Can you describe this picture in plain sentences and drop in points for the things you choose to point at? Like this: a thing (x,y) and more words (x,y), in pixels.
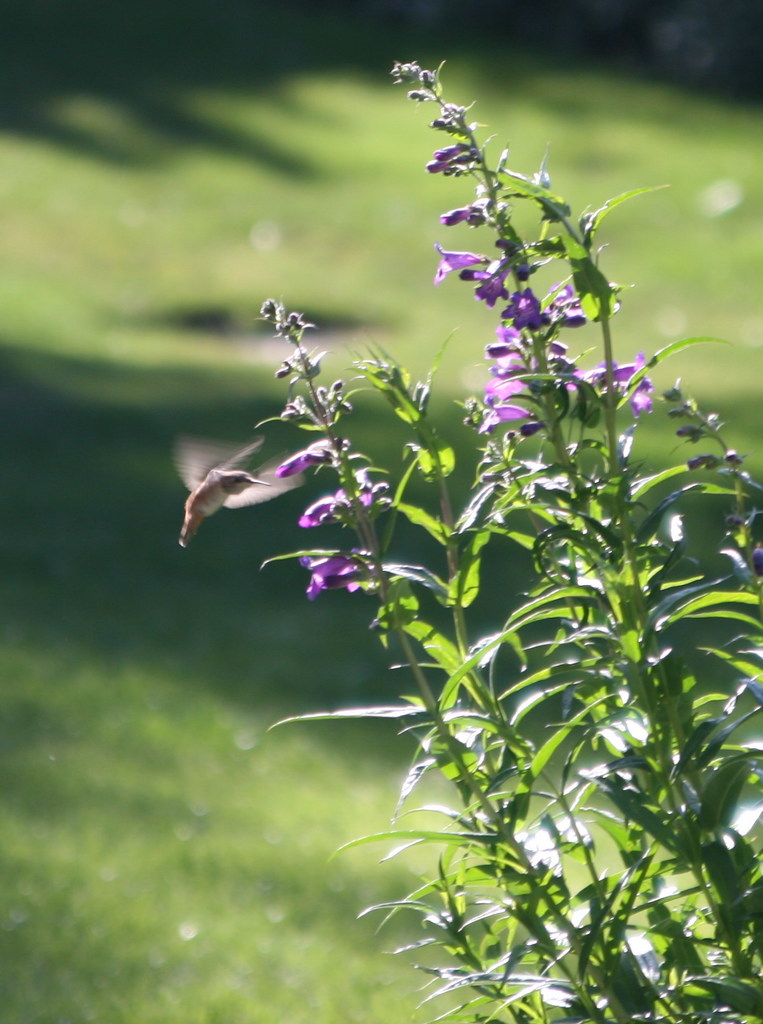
In this image, in the middle (504,497) there are plants (538,614), flowers (526,263), stems (488,701). In the background (172,872) there is greenery (249,417).
